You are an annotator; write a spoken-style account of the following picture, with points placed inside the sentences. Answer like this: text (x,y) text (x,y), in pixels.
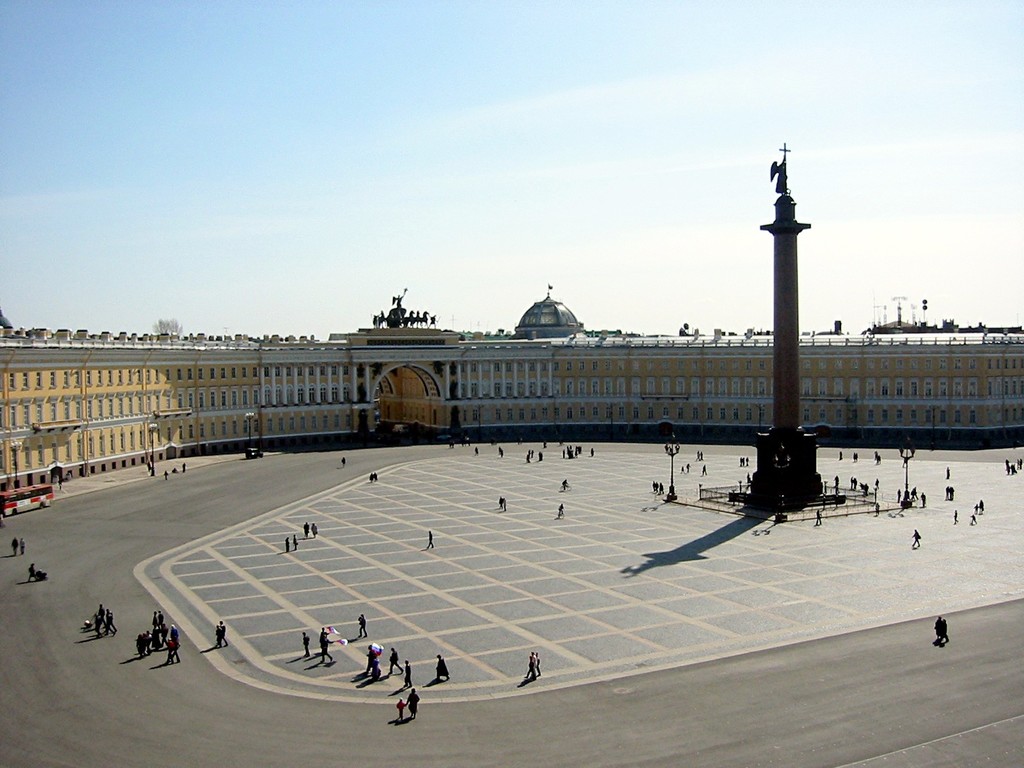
In the image in the center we can see fence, poles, tower (785,422), cross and few people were walking and holding some objects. In the background (613,114) we can see sky (273,40), clouds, building (659,378), wall (608,430), pillars (515,391), vehicles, poles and few peoples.
